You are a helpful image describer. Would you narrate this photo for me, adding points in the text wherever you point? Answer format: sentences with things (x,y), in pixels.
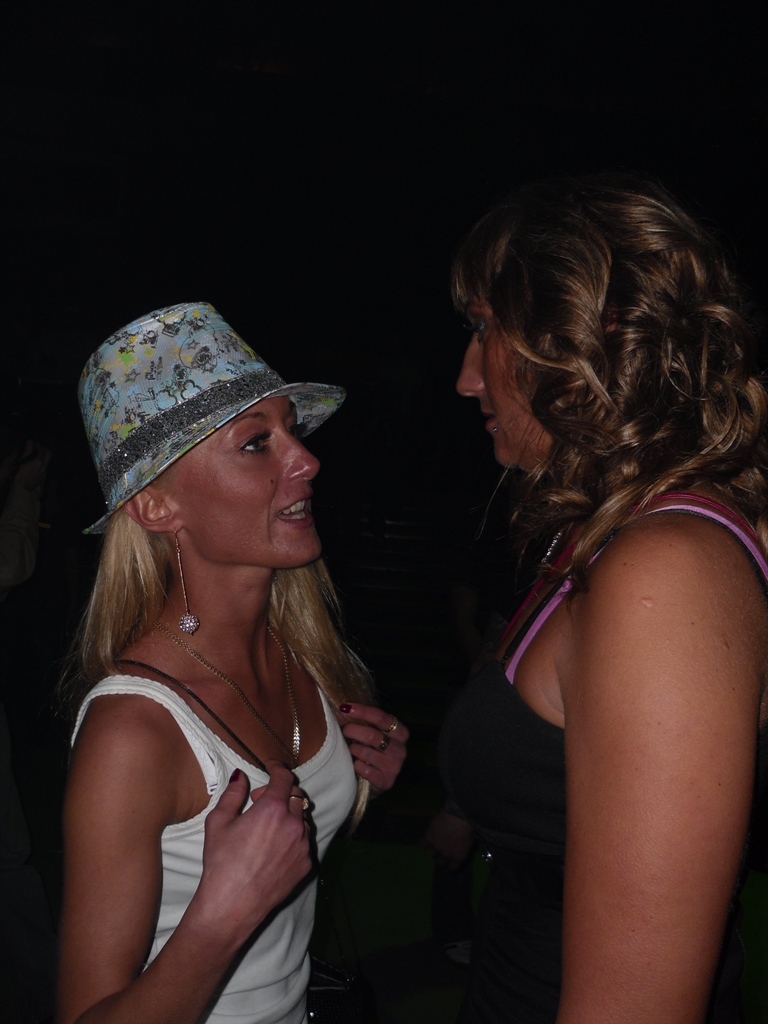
2 people (654,528) are standing and talking to each other. The person (503,747) at the right (565,580) is wearing a black dress (519,729). The person (329,760) at the left (194,597) is wearing a hat (269,375) and a white t shirt (241,979). Behind them there is a black background (399,128).
